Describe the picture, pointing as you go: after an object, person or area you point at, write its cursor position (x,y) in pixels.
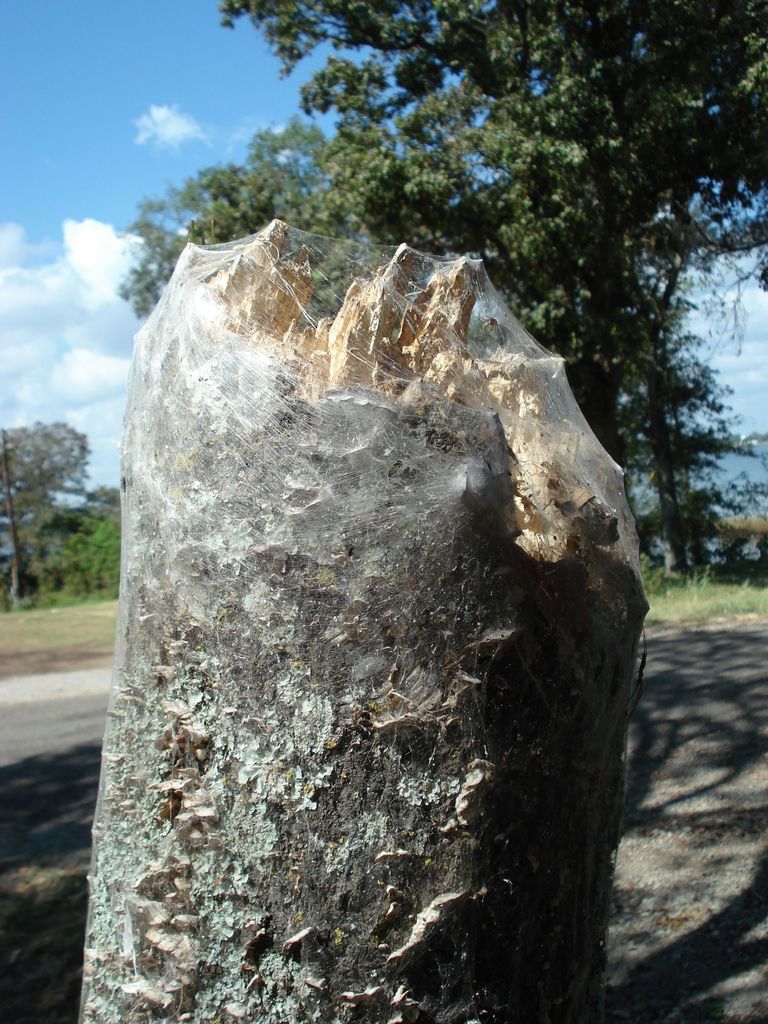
In this picture there is a broken tree stump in the center of the image (315,580) and there are trees (18,496) in the background area of the image (74,428).
